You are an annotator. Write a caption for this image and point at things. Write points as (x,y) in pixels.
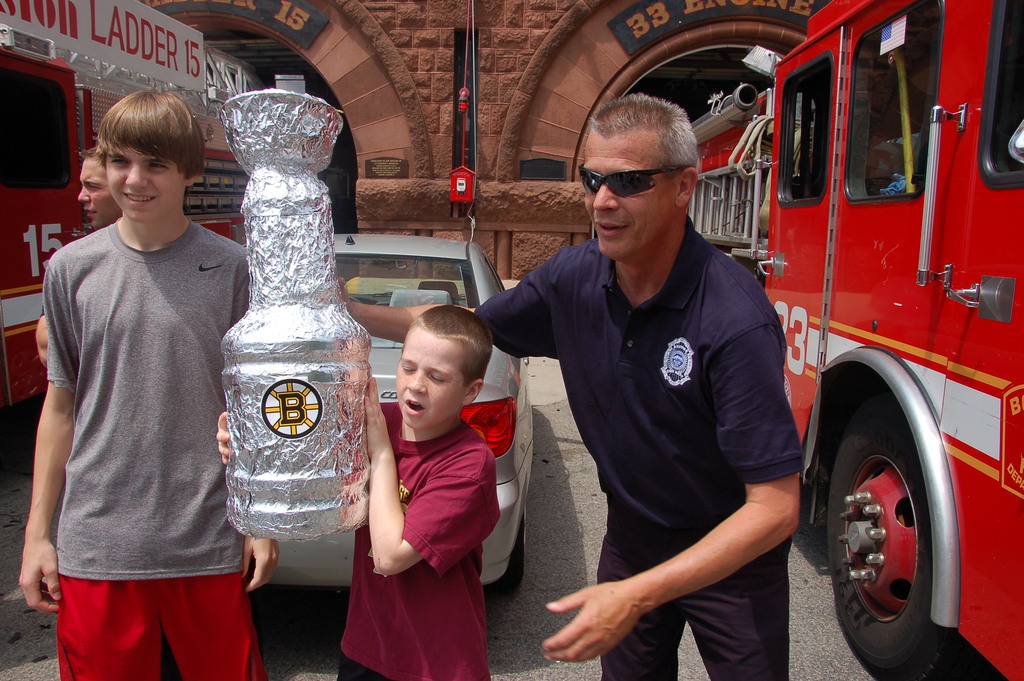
In the front of the image (391,587) I can see people (400,586) are standing. Among them a boy (450,499) and man (601,317) are holding an object (294,211). In the background of the image (770,117) there are arches (603,105), vehicles (376,256), boards (290,18) and objects (458,198).
